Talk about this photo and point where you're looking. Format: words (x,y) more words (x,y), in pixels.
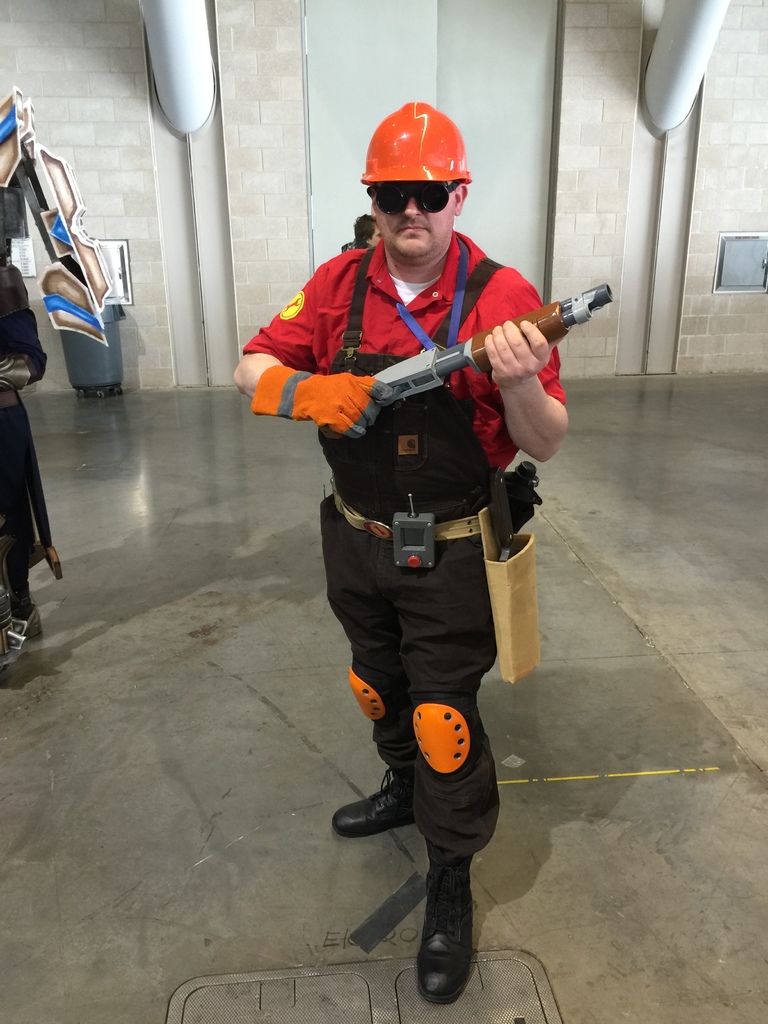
In this image I see a man (391,330) who is holding a toy gun (473,343) in his hands (503,362) and I see that he is wearing a helmet (384,157) which is of orange in color and I can also see that he is wearing black color shades (423,199) and I see the floor (320,463). In the background (107,96) I see the wall (229,13) and I see a person's head (357,221) over here.
